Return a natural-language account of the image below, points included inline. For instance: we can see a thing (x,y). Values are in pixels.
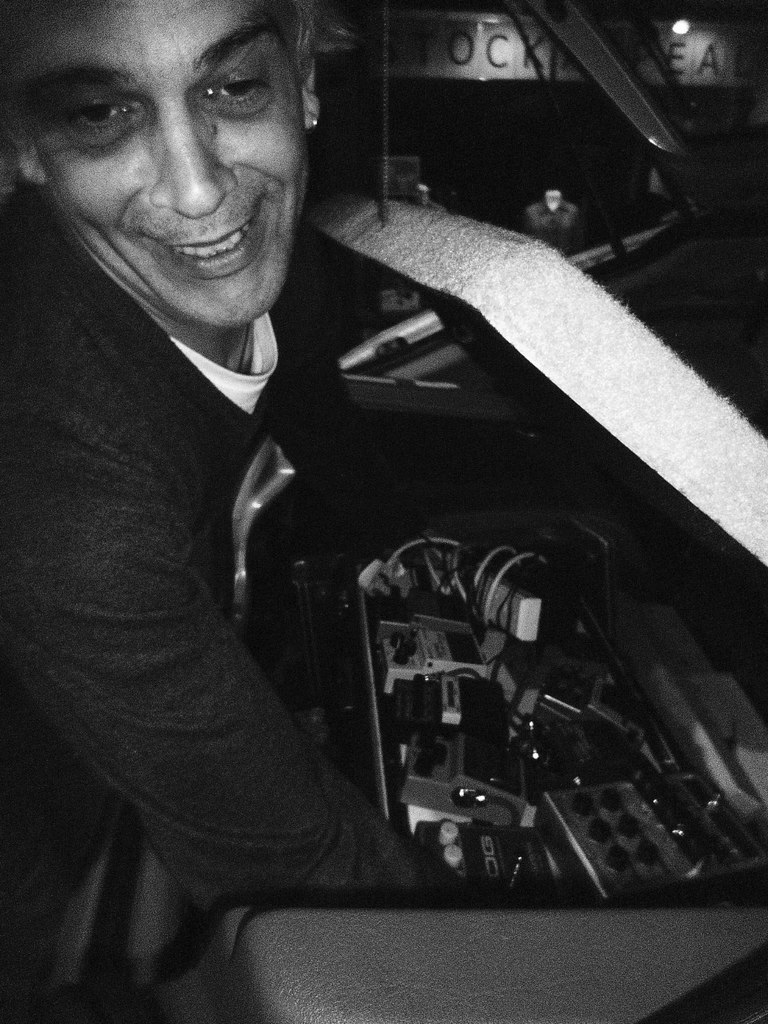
In the picture we can see a man (261,0) handling pedals (490,878), I think.
